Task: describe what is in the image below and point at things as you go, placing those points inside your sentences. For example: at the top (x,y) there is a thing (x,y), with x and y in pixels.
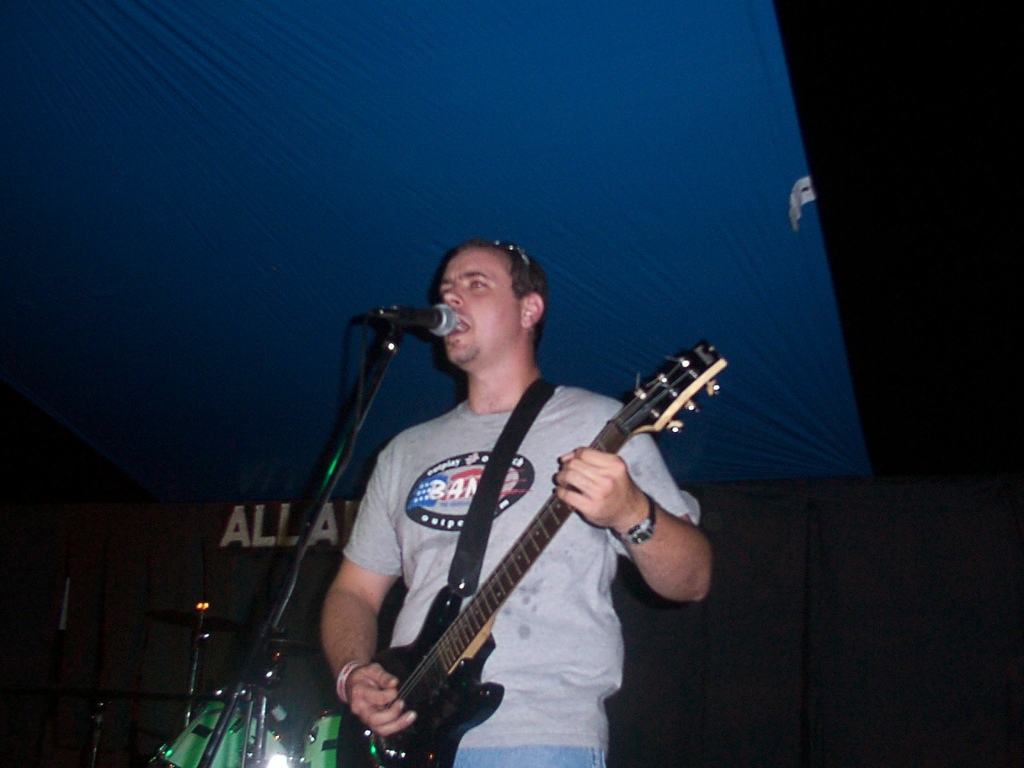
There is a man (473,760) singing on the mike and he is playing guitar (486,685). There are musical instruments (198,739). Here we can see a cloth (657,184) and there is a dark background (839,748).
